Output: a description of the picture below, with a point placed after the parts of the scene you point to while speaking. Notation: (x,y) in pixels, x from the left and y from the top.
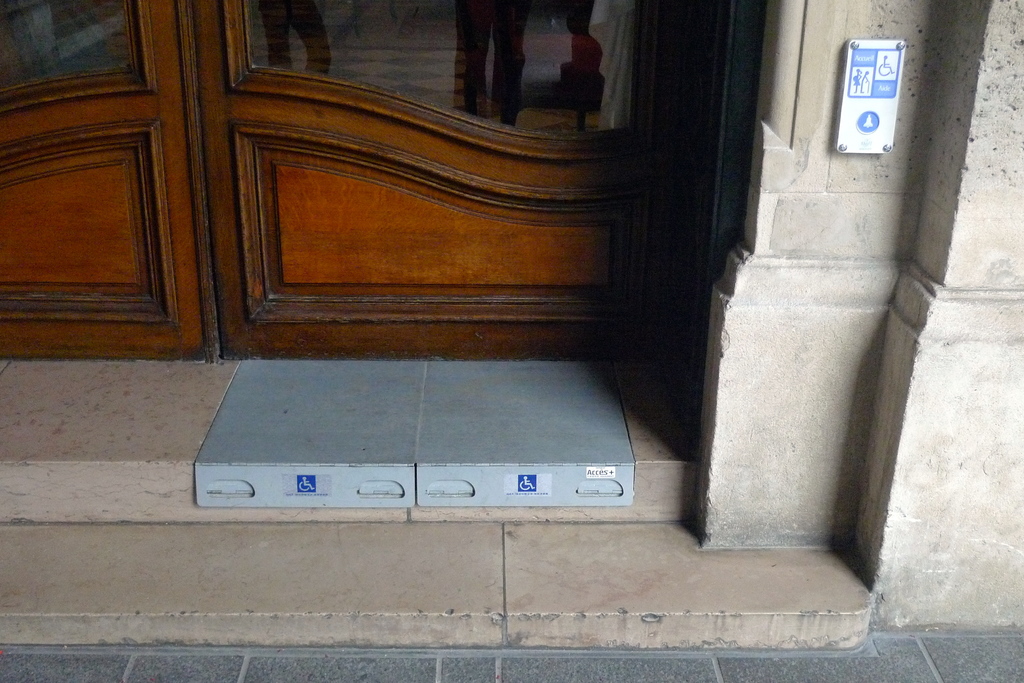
In this image there is a door (312,193) in the front (335,194) and in front of the door (332,274) there are metal objects (432,447). On the right side (906,241) there is a wall (929,275) and on the wall (940,208) there is an object (859,117) which is white and blue in colour.
